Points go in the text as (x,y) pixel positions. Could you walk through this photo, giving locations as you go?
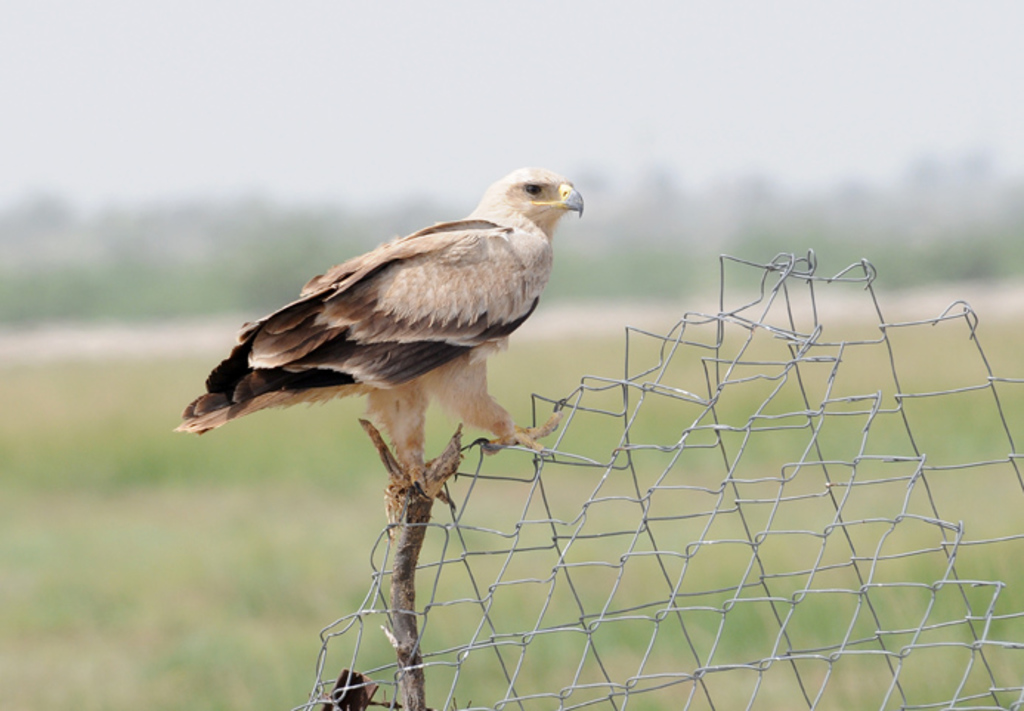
In this image in front (681,567) there is a bird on the metal fence (670,573). At the bottom of the image (170,572) there is grass (130,533) on the surface (173,593). In the background of the image (287,239) there are trees (245,250) and sky (401,85).
